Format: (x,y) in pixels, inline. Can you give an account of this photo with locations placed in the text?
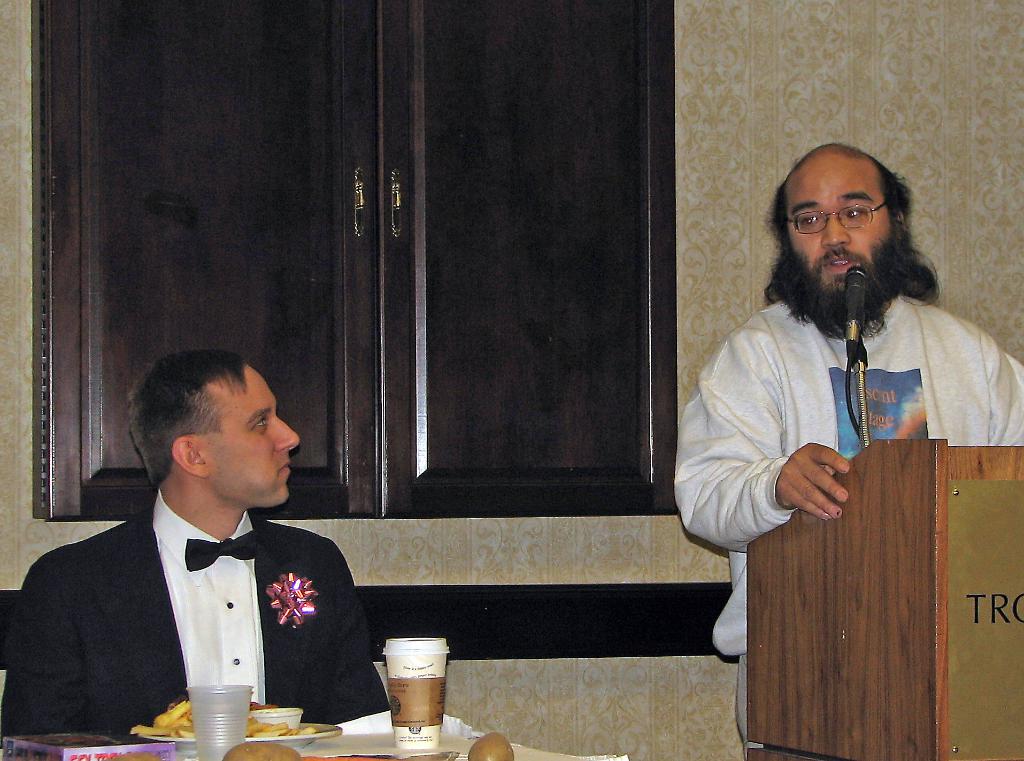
In this image, at the left side (182,754) there is a table (542,756), on that table (332,746) there are some glasses (429,735) and there is a plate (267,740), there is a man (75,643) sitting on the chair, he is wearing a black color coat (128,562), at the right side (813,379) there is a man (816,507) standing and there is a black color microphone (850,327), at the background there are two black color cupboards (477,136).
